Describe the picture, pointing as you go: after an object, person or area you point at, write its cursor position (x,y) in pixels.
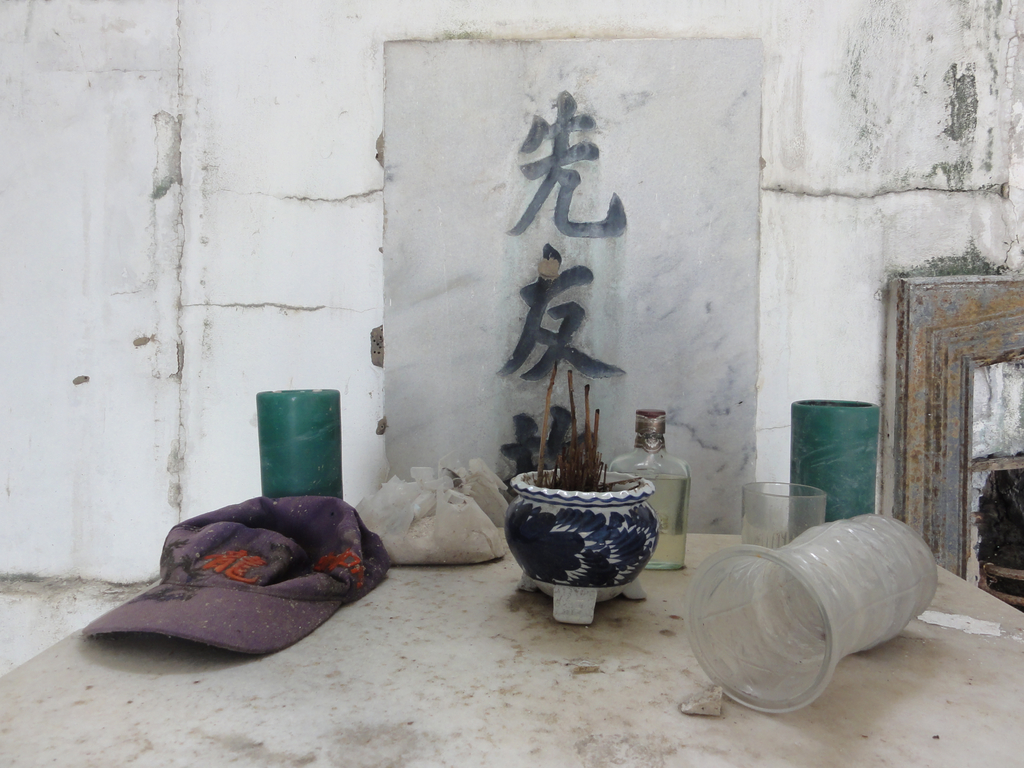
In this image there is a table (429,696) towards the bottom of the image (465,709), there are objects (801,566) on the table (723,543), at the background of the image (878,503) there is a wall (259,299), there is text (541,340) on the wall (605,297).
